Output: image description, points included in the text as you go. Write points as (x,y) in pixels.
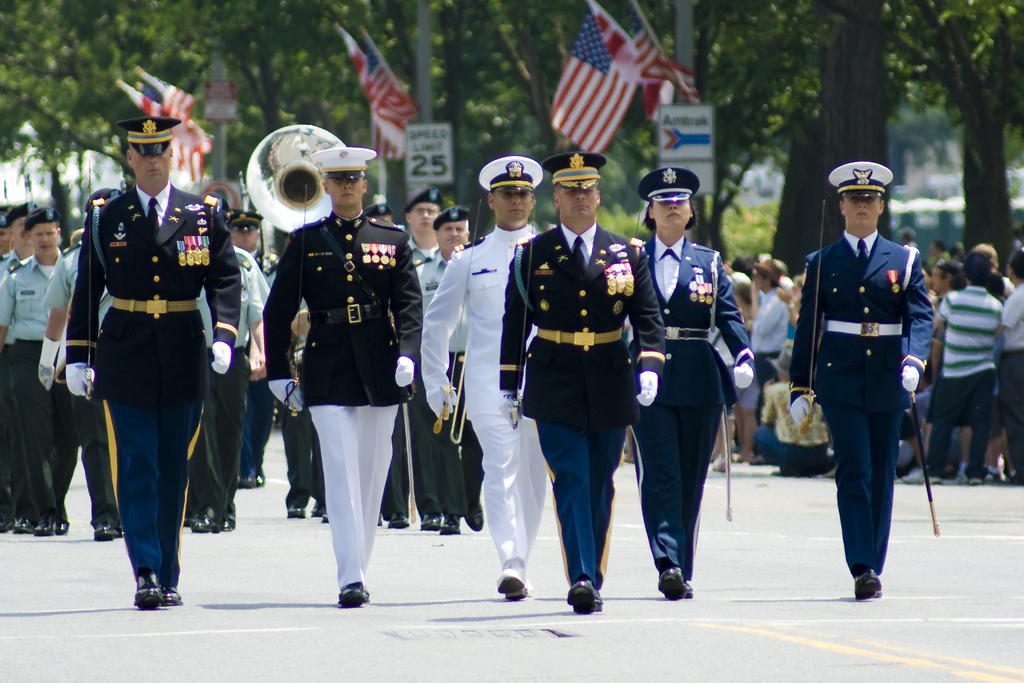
In this image I can see the ground (514,605), number of persons (491,348) wearing uniforms (511,277) are standing and holding few objects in their hands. In the background (643,225) I can see few flags (590,96), few trees (854,3), few poles (635,4), few boards (229,100) and few persons (776,292) standing. I can see the blurry background (568,105).
